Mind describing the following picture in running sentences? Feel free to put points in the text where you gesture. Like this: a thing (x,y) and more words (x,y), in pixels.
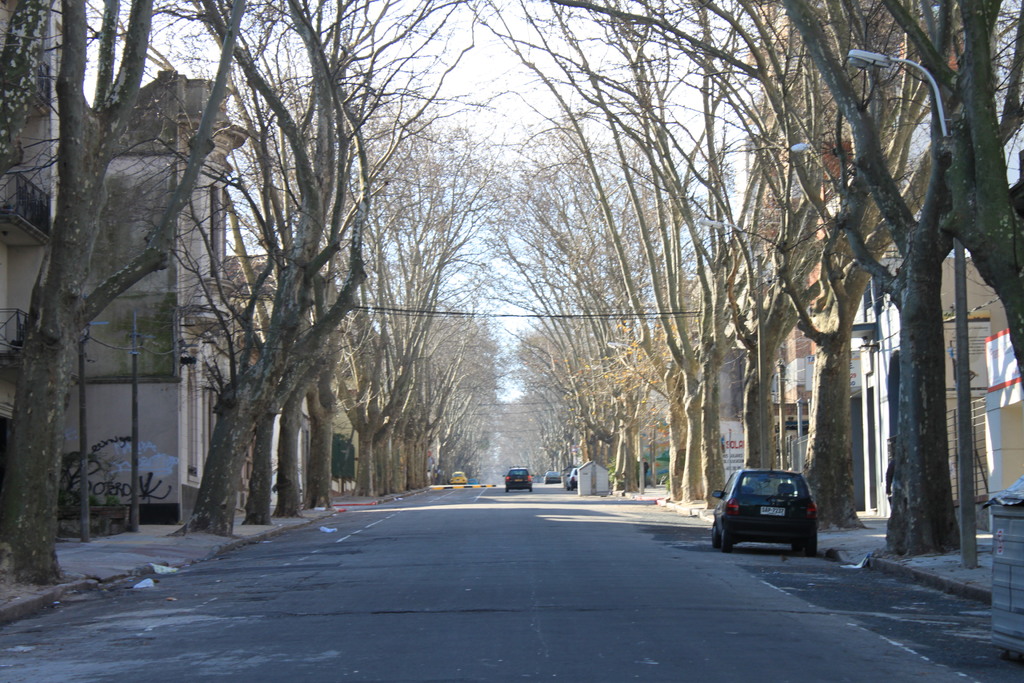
In this image, we can see vehicles (794,478) on the road (442,511). On the right side (819,319) and left side of the image (240,461), we can see trees (21,511), buildings (1021,414), walls (1008,418), poles (965,511) and few objects (105,513). Here we can see banners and street lights (858,60). Background (615,188) there is the sky (437,106).
